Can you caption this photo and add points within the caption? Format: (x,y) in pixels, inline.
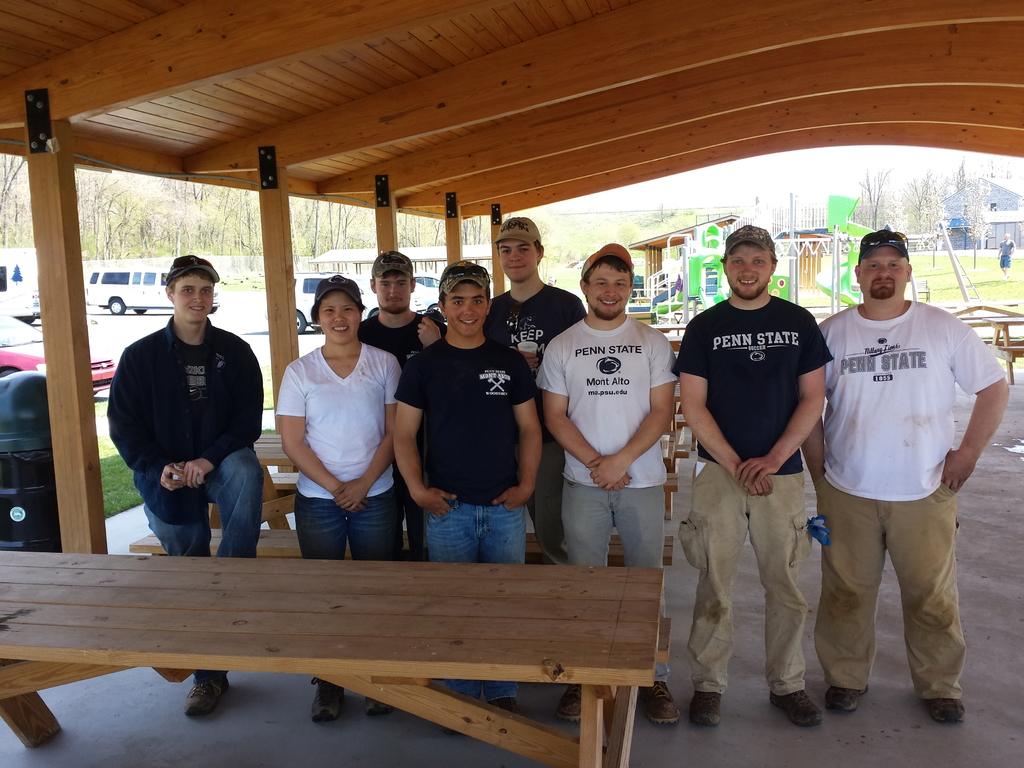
There are group of persons (512,339) wearing caps (475,280) and standing in front of a table (242,632). In the background (138,269) there are cars (135,297) and trees (297,230).
